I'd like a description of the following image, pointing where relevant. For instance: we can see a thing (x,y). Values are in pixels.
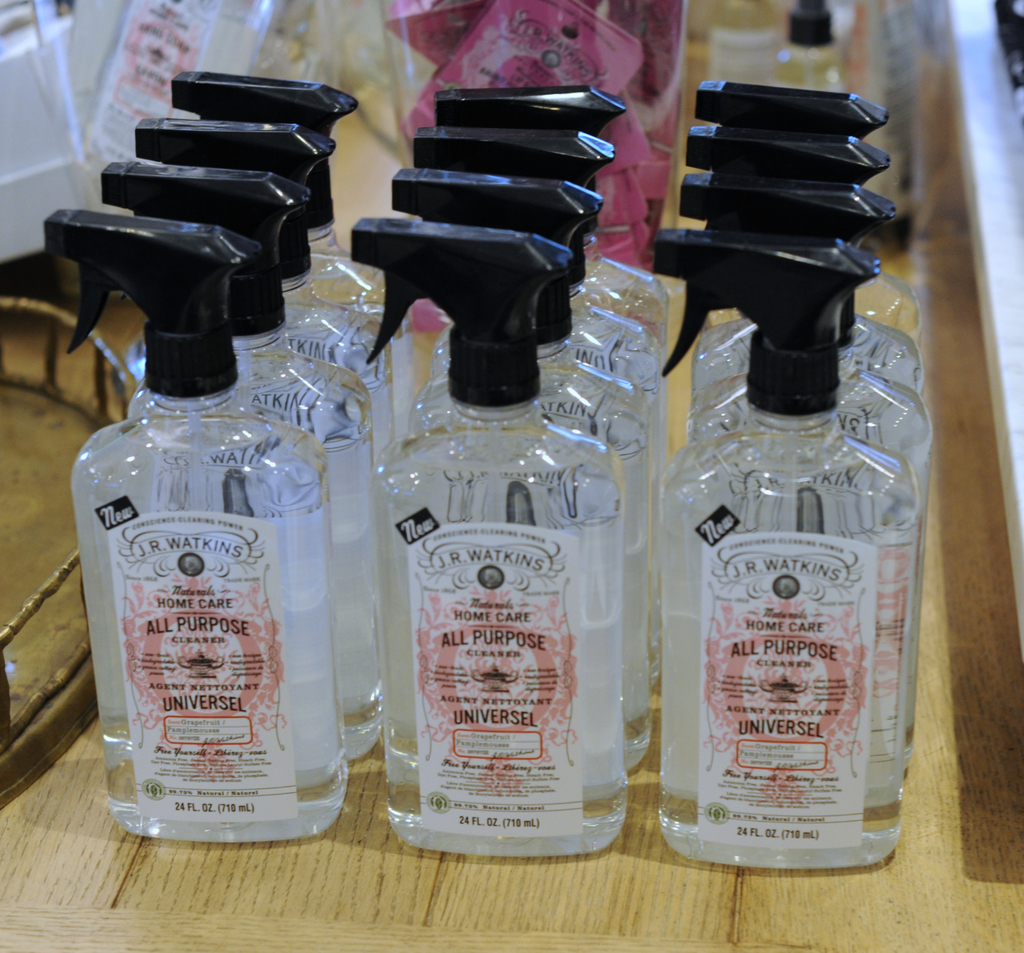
In this image we can see spray bottles (433,561) on the wooden surface (327,906).
